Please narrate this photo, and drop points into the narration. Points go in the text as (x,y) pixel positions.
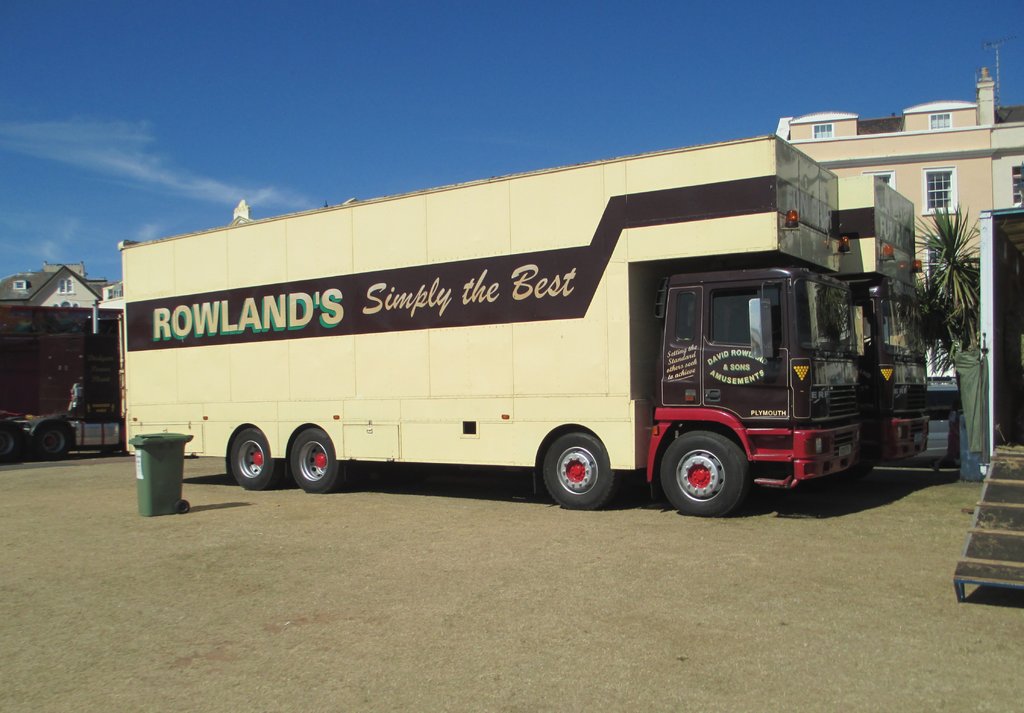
In this image there are two trucks (854,342) on the ground (397,539). In the background (955,197) there is a building (959,167). At the top (610,71) there is sky (582,63). On the left side (61,368) there is another truck (59,393) on the ground (108,488). Beside the truck (71,405) there is a green colour dustbin (156,477). On the right side (1000,320) there is a truck (1008,358) with the open door (997,455).
